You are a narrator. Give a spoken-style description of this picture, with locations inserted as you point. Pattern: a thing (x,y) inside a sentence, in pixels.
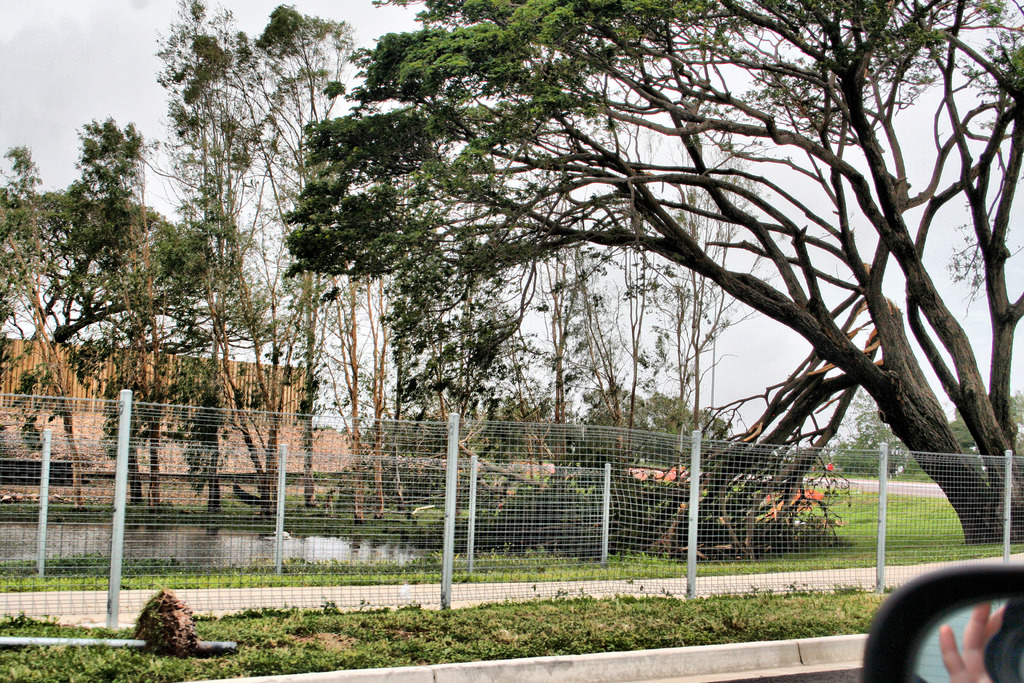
In this image I can see the side mirror (947,607) of the car (943,589), some grass (800,609) on the ground (497,609) and metal fencing (477,507). In the background (646,493) I can see few trees (633,197), the water (166,547), the wooden wall (25,360) and the sky (139,80).
